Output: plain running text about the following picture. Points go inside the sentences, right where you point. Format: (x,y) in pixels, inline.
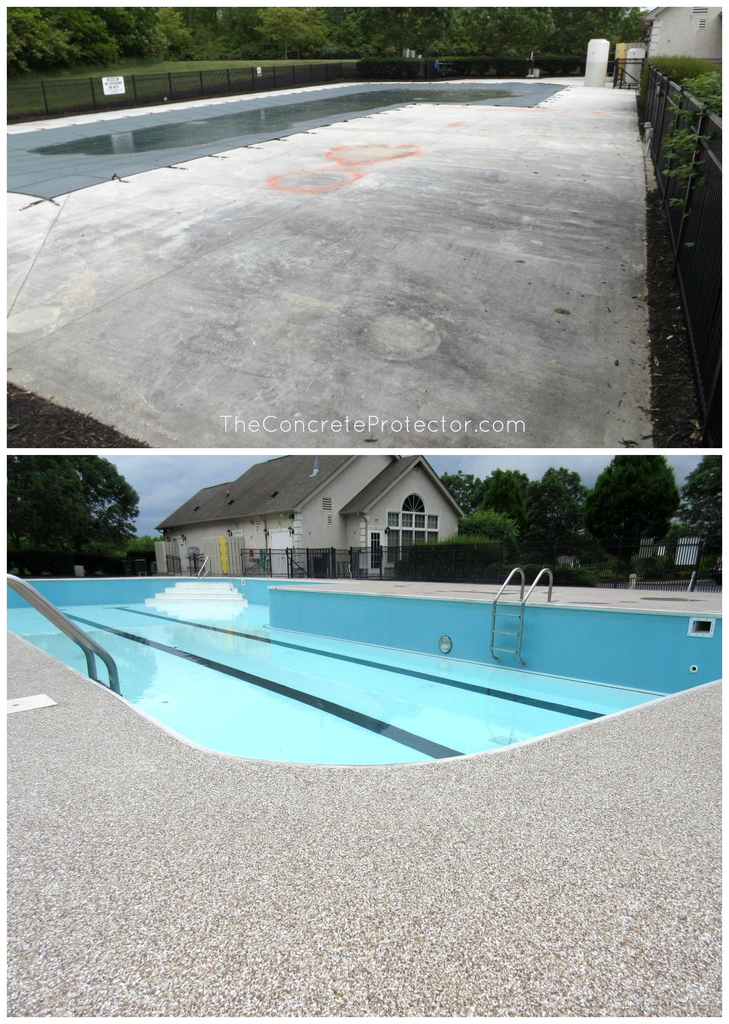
In this image I can see a swimming pool (404,746), house (417,513), fence (462,576), trees (460,528), text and the sky (156,467). This image looks like an edited photo.
